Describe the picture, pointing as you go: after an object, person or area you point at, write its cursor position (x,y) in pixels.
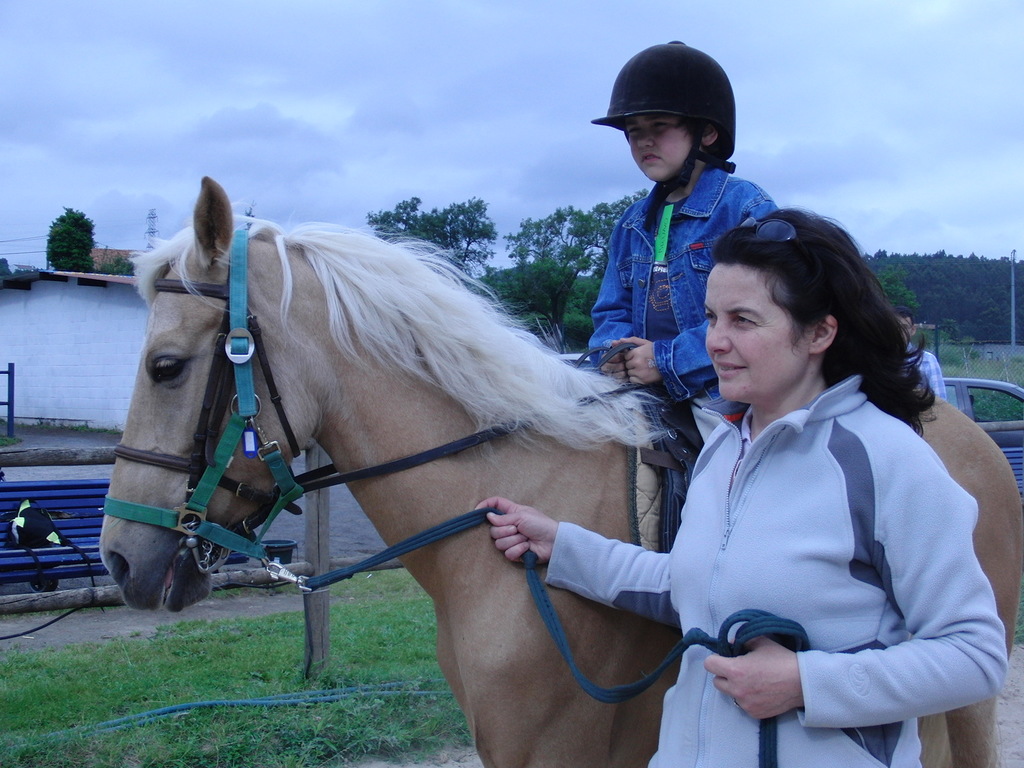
In this picture there is a boy (670,341) sitting on the horse (530,490) and there is a woman (757,716) standing and holding the rope (745,617). At the back (57,328) there is a building (66,339) behind the railing (65,604) and there are trees (72,243) and poles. There is a bench (10,578) and vehicle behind the railing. At the top (322,90) there is sky (364,130) and there are clouds (332,107). At the bottom (303,726) there is grass (178,753).
